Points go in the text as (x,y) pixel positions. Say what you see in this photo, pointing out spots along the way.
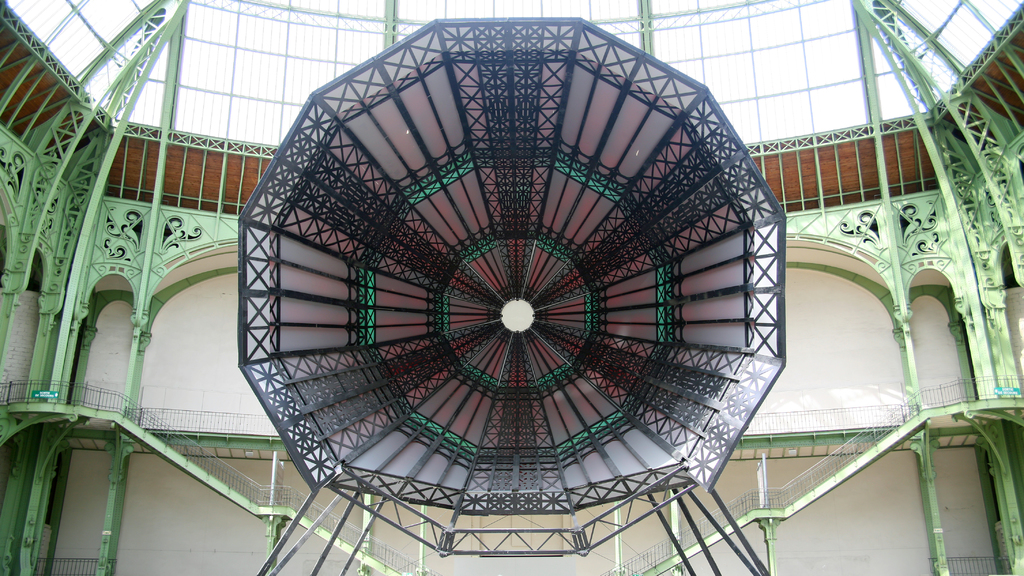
In this image I can see inside view of a building (784,14). I can also see stairs (386,572), railings (859,416) and here I can see something.
